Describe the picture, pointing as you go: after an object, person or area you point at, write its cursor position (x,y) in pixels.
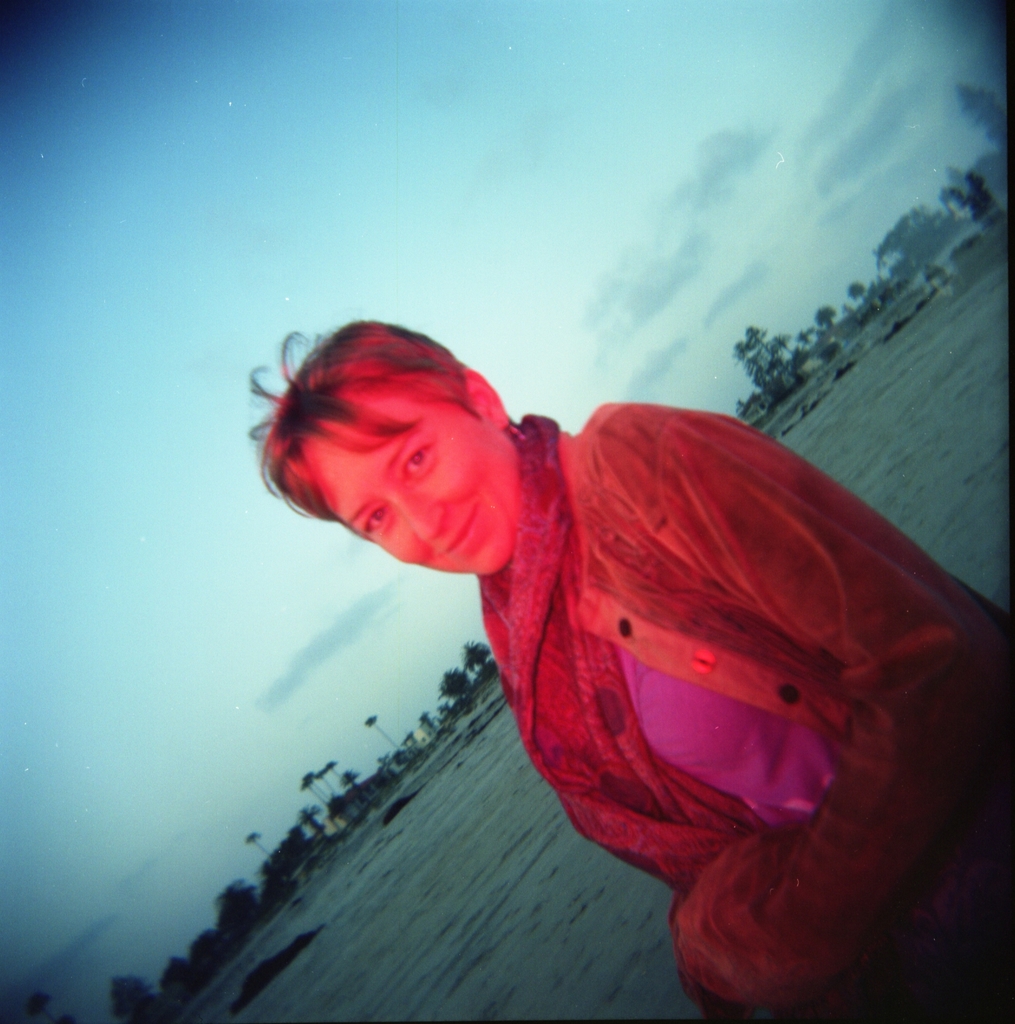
In this image I can see a woman (483,517) and I can see she is wearing jacket (734,619). I can also see smile (465,545) on her face (506,517) and in the background (221,938) I can see number of trees (178,971), clouds (620,337) and the sky (379,261).
